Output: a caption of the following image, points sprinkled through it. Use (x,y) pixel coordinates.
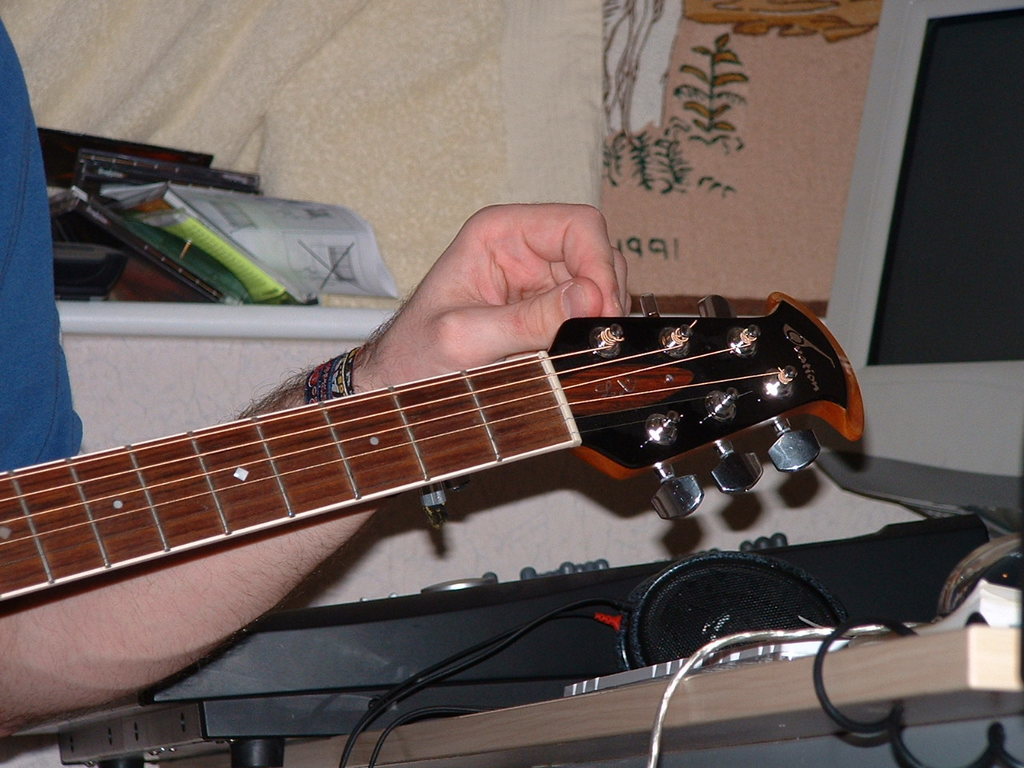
Here a person (30,206) is holding guitar (190,503).
